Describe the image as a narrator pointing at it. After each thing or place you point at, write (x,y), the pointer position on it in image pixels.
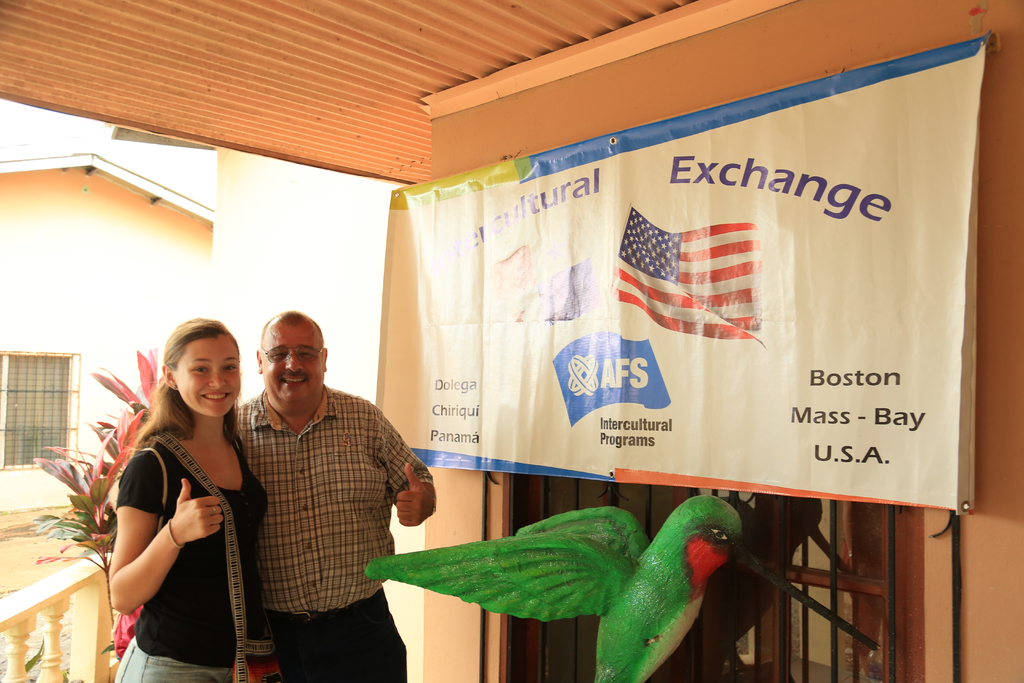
In the foreground of this image (653,606), there is a sculpture of bird (617,645) and behind it there are two persons (244,592) standing and smiling. In the middle (590,298), there is a banner (706,280) to the wall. On the top (292,62), there is a metal sheet (392,23). In the background (198,284), there is a house (232,290) and the plant (97,495).
